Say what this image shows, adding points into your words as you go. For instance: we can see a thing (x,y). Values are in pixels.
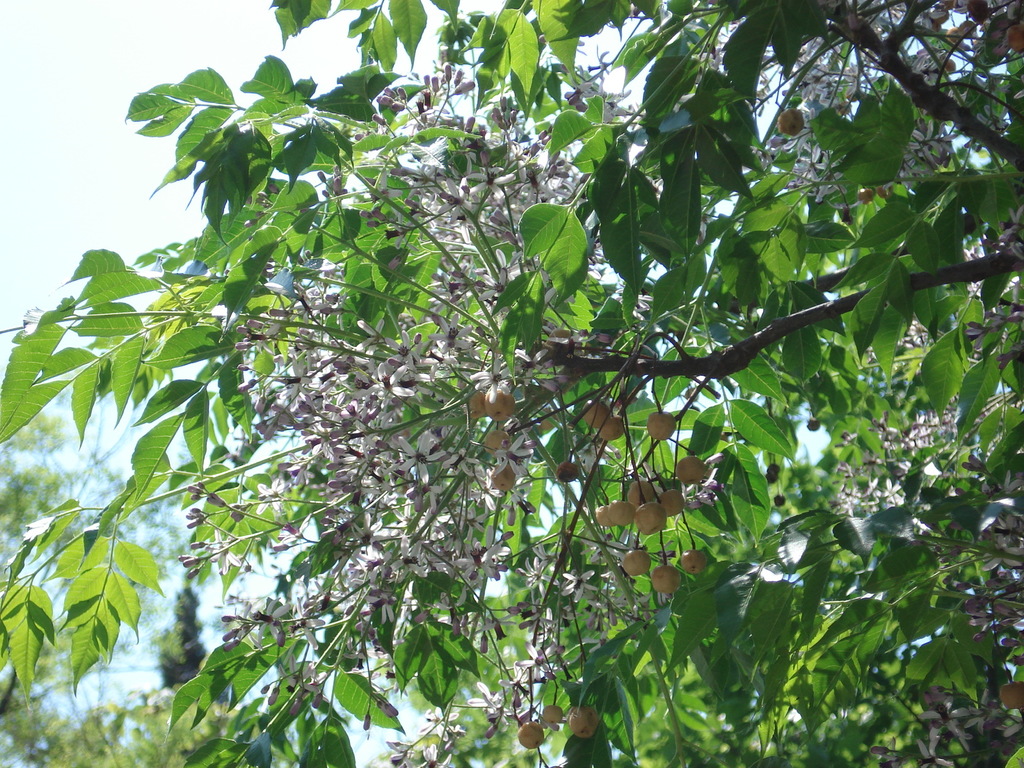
In this image there is the sky (142,144) towards the top of the image (27,130), there are trees (707,388), there are fruits (603,518), there are flowers (415,506).
